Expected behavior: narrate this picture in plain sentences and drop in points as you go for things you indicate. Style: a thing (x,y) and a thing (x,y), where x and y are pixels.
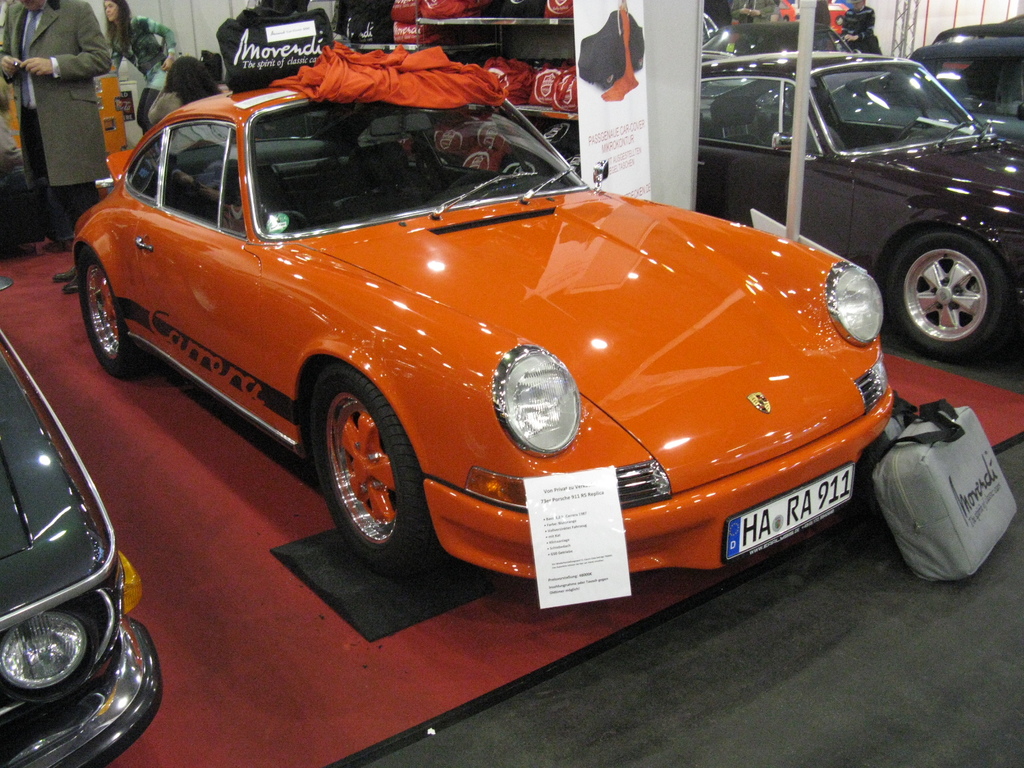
In this image I can see cars (575,254) and in the middle of the image (492,287) there is an orange car (432,226) and on top of it there is a black bag (290,59) and orange cloth (412,77). In the background (141,107) there are people (120,19) and bags (513,4).
